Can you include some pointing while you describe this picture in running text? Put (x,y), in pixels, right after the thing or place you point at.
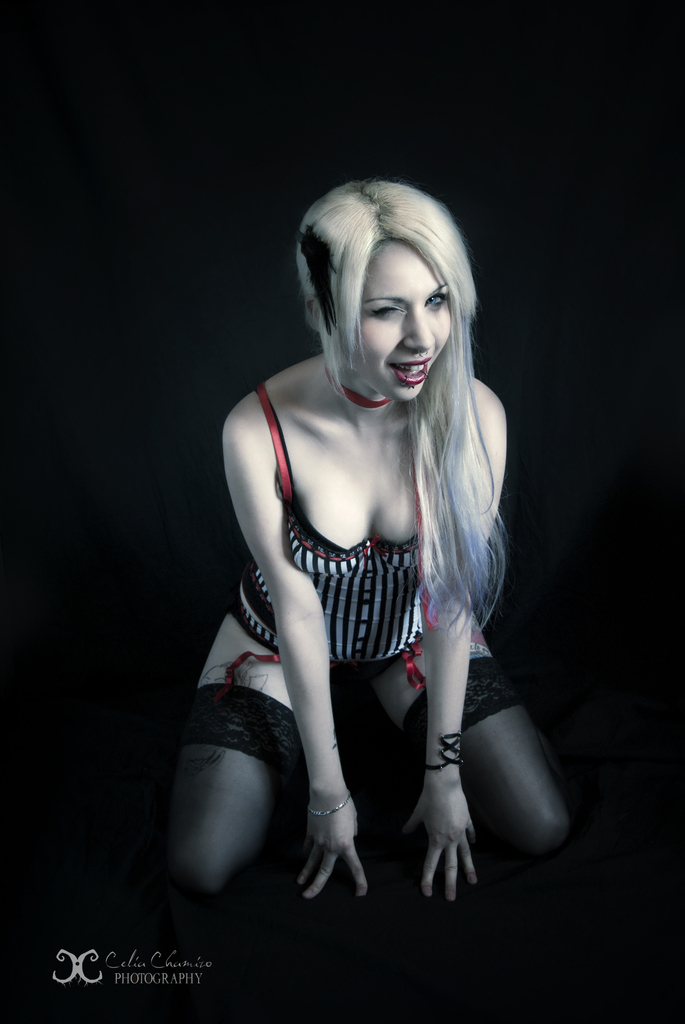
In this picture we can see a woman (291,586) in the squat position and behind the woman (324,494) there is a dark background and on the image there is a watermark (128,968).
